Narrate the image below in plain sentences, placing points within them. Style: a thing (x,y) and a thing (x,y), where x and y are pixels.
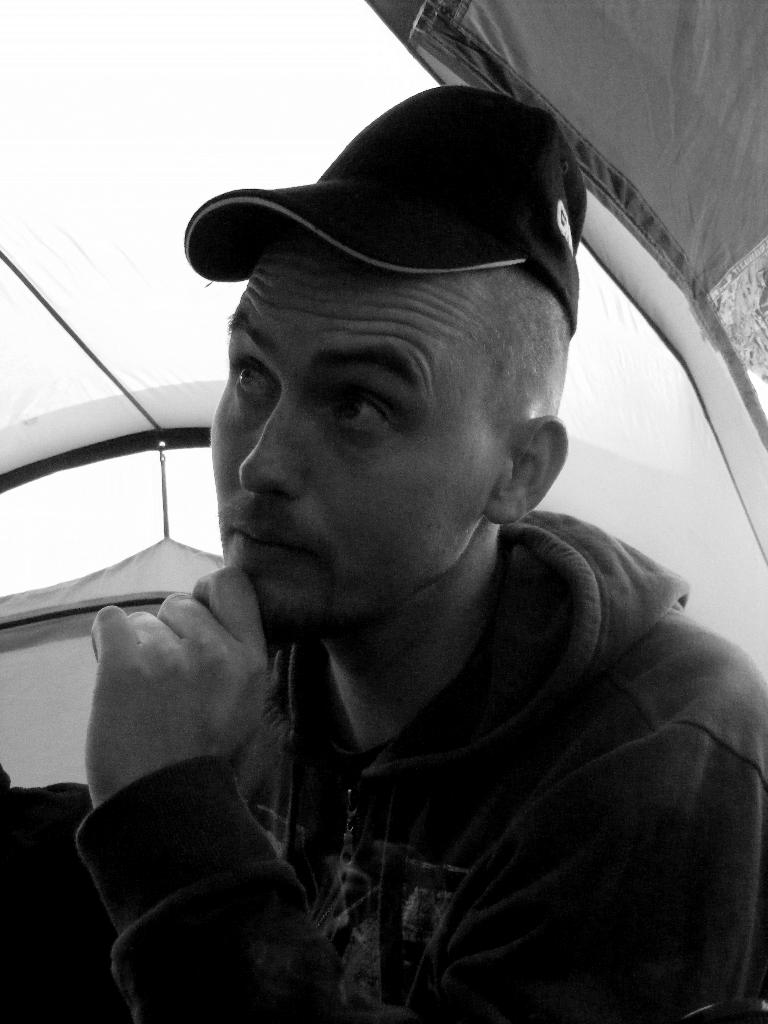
This is a black and white picture, there is a man (220,581) with jacket (636,964) and cap (332,192) looking at the left side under a tent (731,548).
